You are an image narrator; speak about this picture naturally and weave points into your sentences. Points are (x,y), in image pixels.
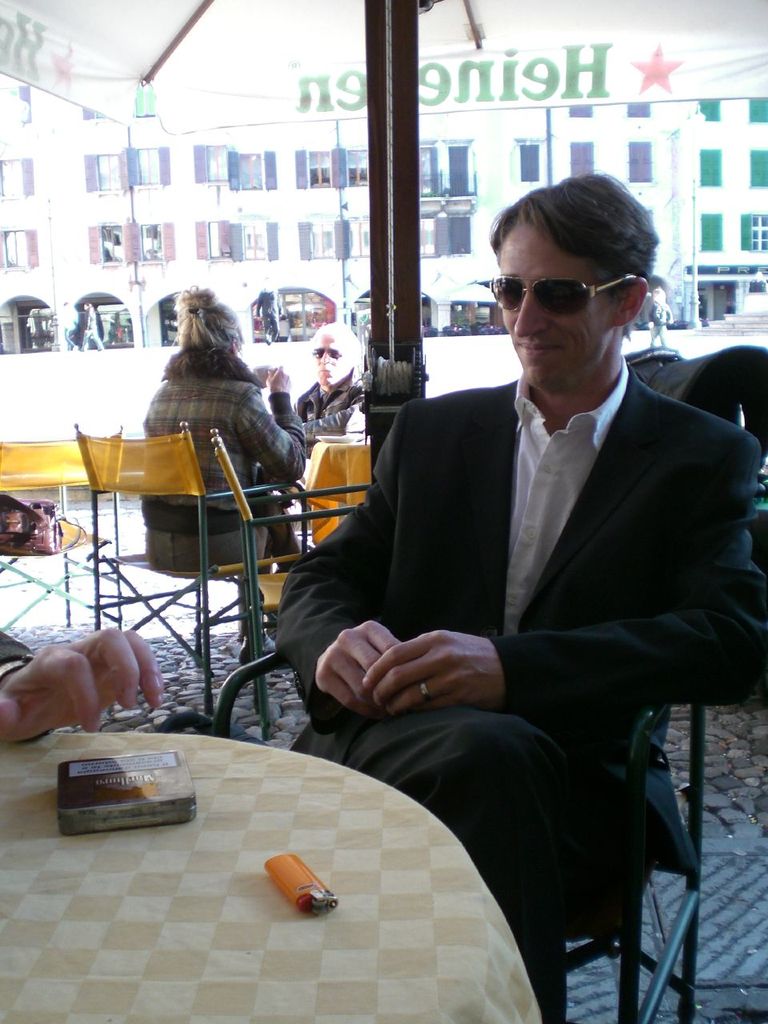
In this picture we can see three persons (166,399) sitting on chair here in front (548,468) person (534,423) wore blazer (454,490), spectacle (506,282) and in front of him we have table (158,836) and on table (158,836) we can see lighter (322,900), box (130,802) and in the background (192,170) we can see building (443,167) with windows (249,180), some cloth (509,50).
